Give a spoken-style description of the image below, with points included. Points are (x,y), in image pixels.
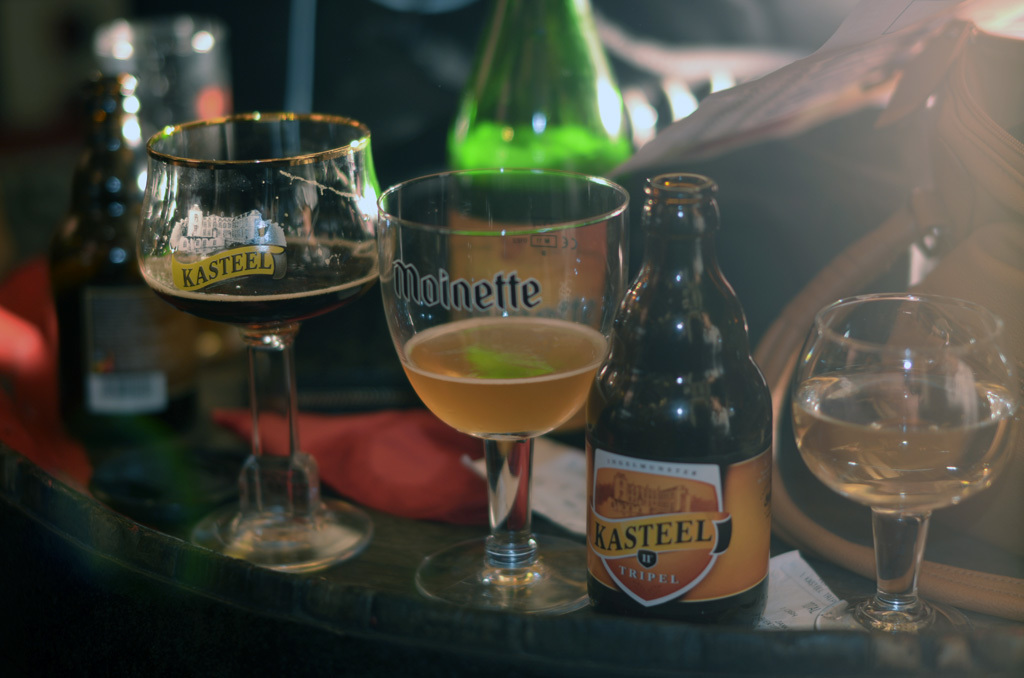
In this image there are group of glasses (448,290), 3 bottles (680,178) in the table (175,591).
